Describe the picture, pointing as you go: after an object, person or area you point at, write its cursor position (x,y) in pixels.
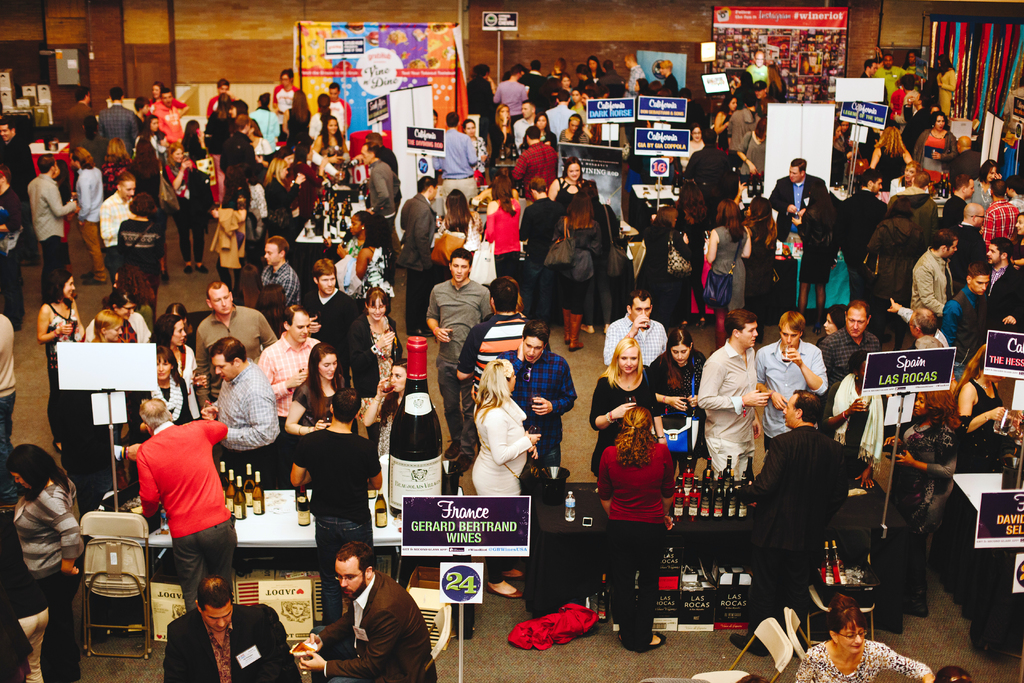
In the foreground of this image (395,364), there are people (456,313) standing on the floor (588,346) and we can see bottles (252,490) on the tables (287,516) and also few boards (443,567). In the background (788,38), there are banners (416,66), few objects (33,108) and the wall (221,23).
